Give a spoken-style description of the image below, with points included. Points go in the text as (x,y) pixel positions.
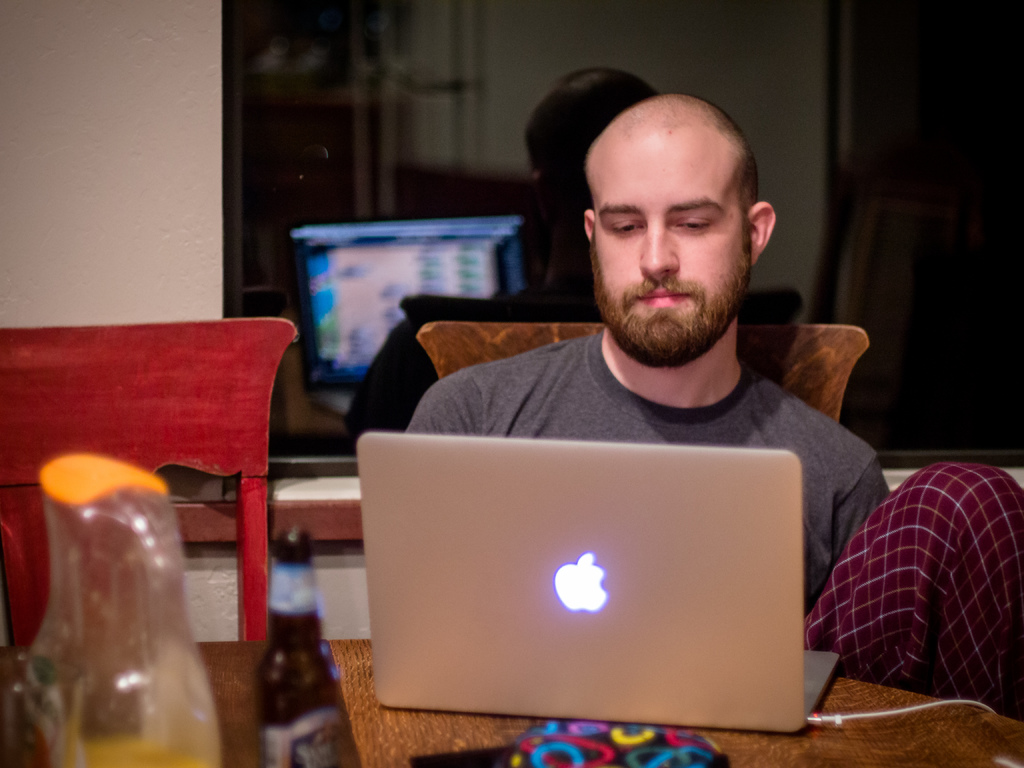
In this image I can see a person (605,387) working on the laptop (659,628). On the left side (149,589) I can see a glass bottle (121,637) and a chair (140,457). In the background (397,280), I can see the laptop screen (382,269).
